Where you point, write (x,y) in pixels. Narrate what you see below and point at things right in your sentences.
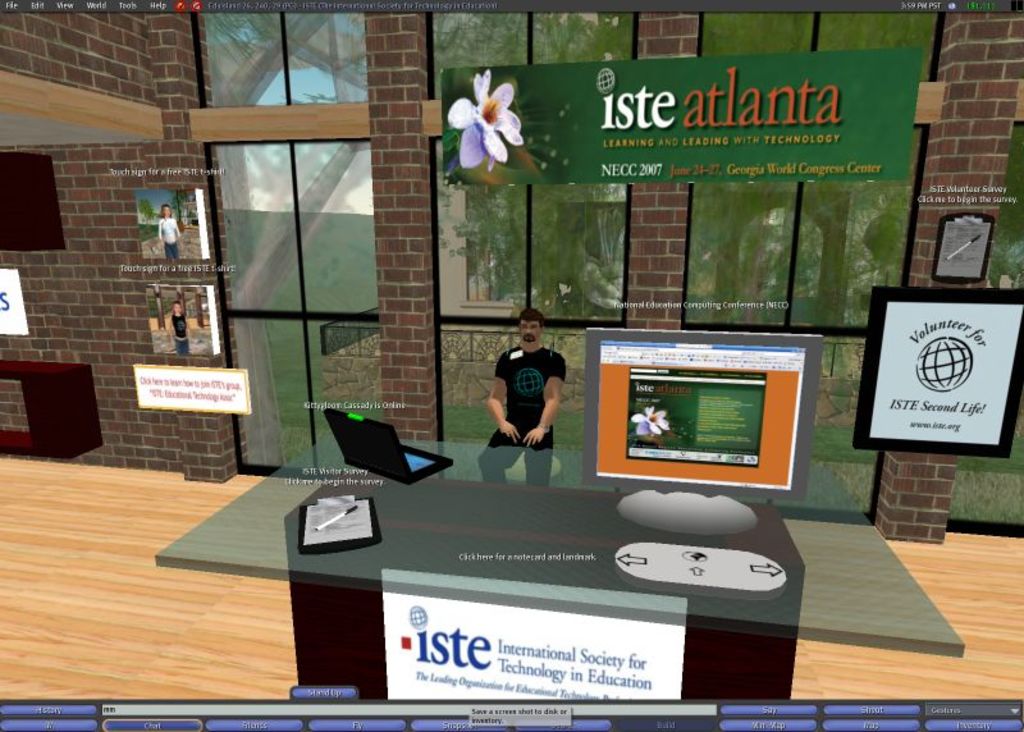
This is an animation in this image in the center (534,408) there is one person (538,365) sitting, and there is a table (322,466). On the table (511,488) there is a laptop (408,456), papers (355,527), pen (335,517) and there is a computer (720,389). In the background (332,171) there are glass windows (560,215) and board (612,125), on the board (654,128) there is text (793,123) and also on the right side (929,334) and left side (150,389) there are some boards (167,314) and posters (137,382) and there is a wall (917,260) and plants (1012,173). At the bottom (100,612) there is floor (975,612), and at the bottom of the image (522,716) there is some text (933,712).
